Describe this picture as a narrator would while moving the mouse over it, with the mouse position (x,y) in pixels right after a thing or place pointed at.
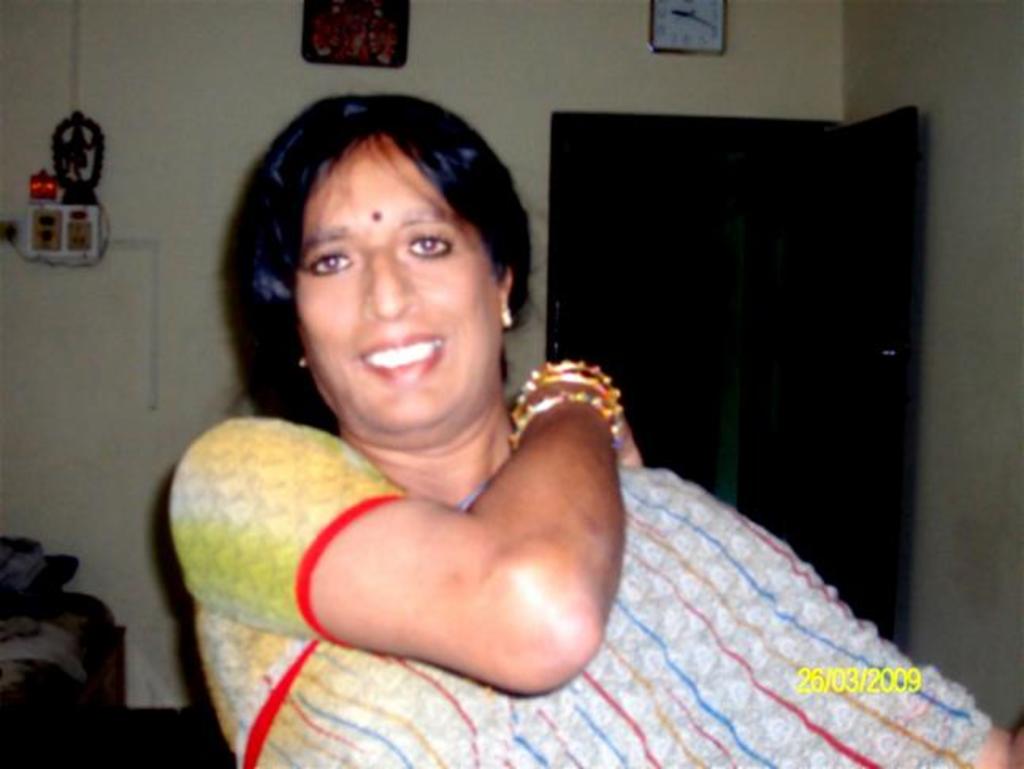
The woman (319,267) in front of the picture who is wearing a saree (613,631) is standing and she is smiling. In the left bottom of the picture (101,637), we see a bed (78,659) and pillows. Behind her, we see a black door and a white wall (202,267) on which photo frame (346,16) and wall clock (652,24) is placed. On the left side (22,237), we see a meter board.
